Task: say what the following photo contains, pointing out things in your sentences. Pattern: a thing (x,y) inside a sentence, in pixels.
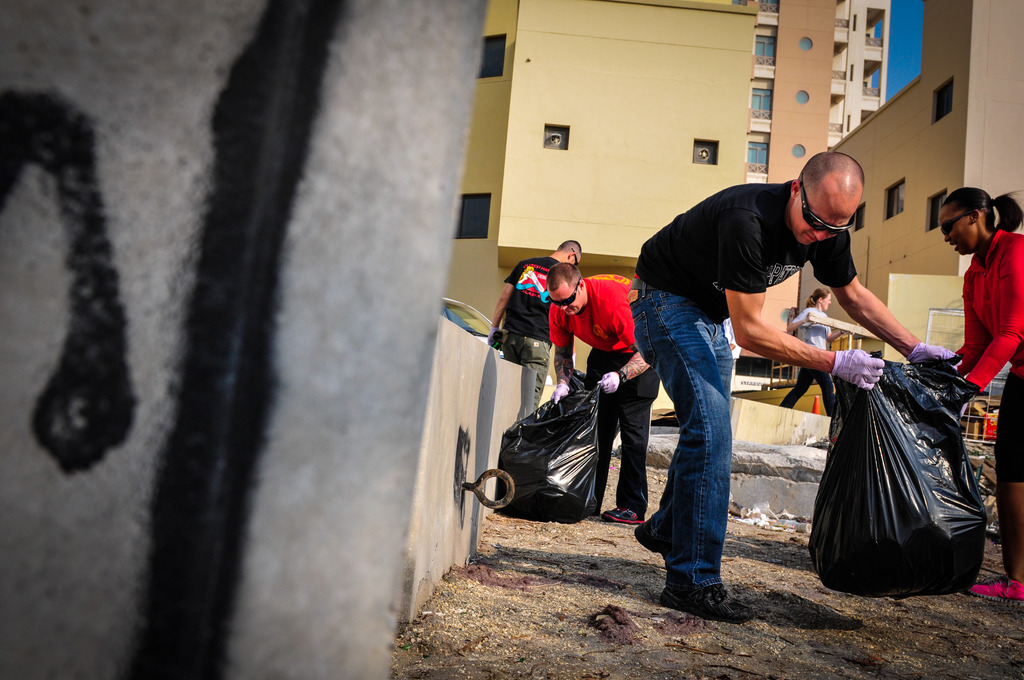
In this image there are some people (630,422) who are holding some plastic covers (927,436), and they are wearing gloves (855,352). At the bottom (554,560) there is sand (522,587) and some scrap (482,569), and in the background (718,178) there are buildings (913,251), barricades (812,403) and some other objects (972,407). On the left side of the image (229,307) there is a wall (270,358).
